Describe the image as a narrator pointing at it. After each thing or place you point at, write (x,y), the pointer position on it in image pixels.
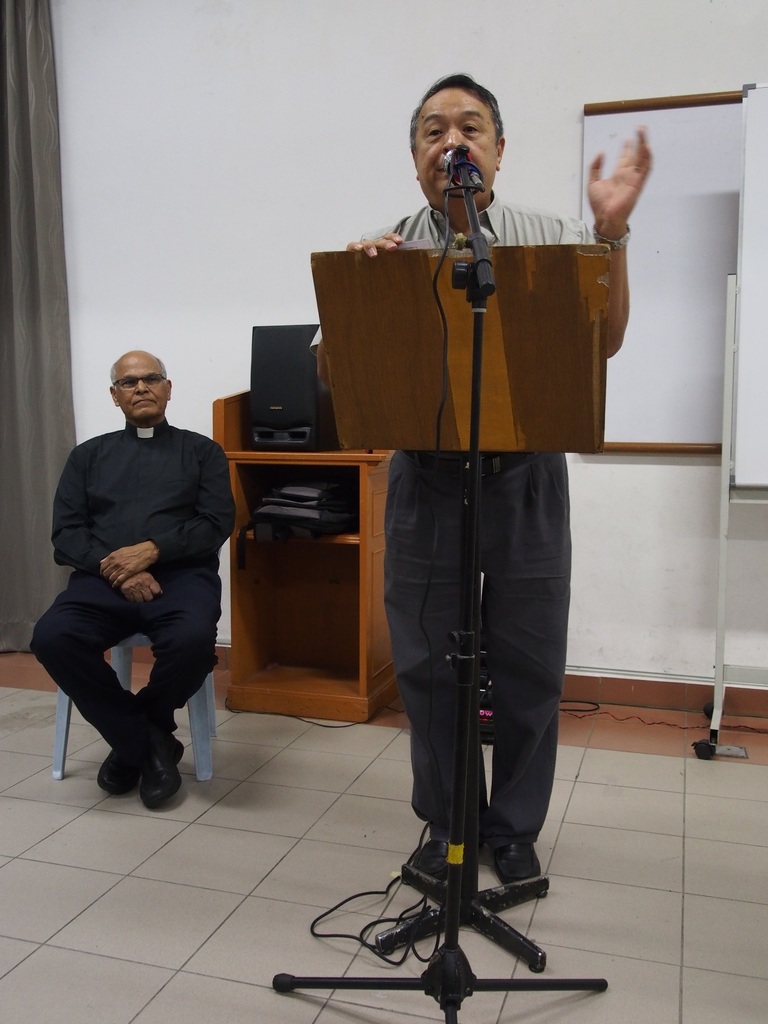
In this image can see this person (512,240) wearing shirt (541,239) is standing near the mic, which is kept to the stand (459,677) and here we can see this person (217,526) is sitting on the chair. In the background (301,359), we can see speakers (291,371) and a backpack (306,531) are kept on the podium (236,443), we can see the boards (751,395) and curtains (47,320) on the wall (227,229).
